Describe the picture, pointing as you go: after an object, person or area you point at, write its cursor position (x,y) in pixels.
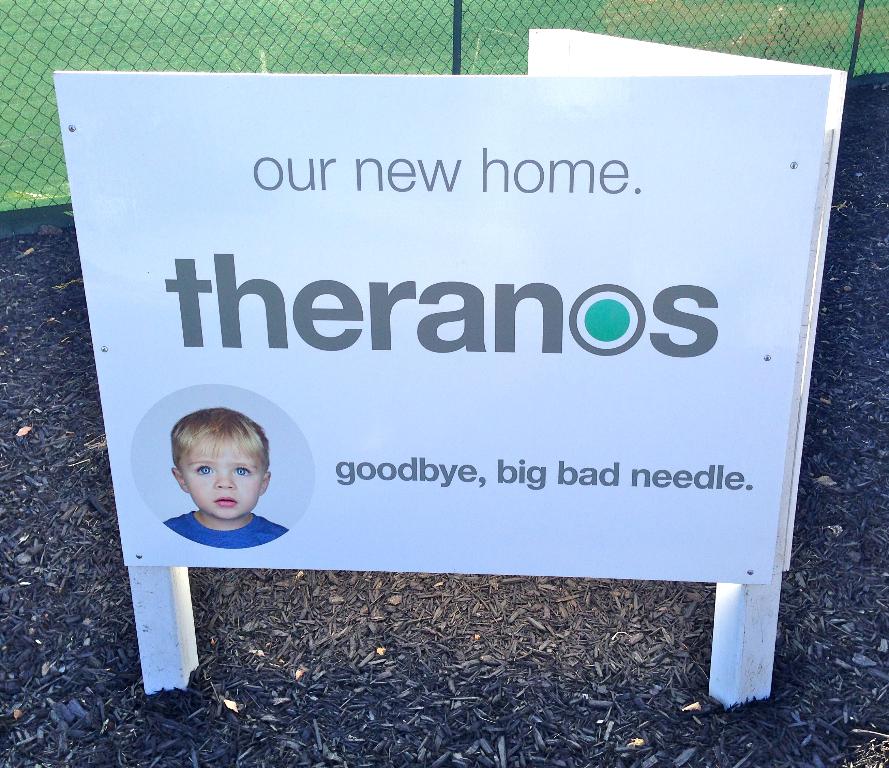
In this picture we can see a white board (164,517) on the path (20,341). We can see a person (171,436) on this board (164,521). There is some fencing (235,22) in the background (316,52). Some grass (462,54) is visible on the ground (682,767).
